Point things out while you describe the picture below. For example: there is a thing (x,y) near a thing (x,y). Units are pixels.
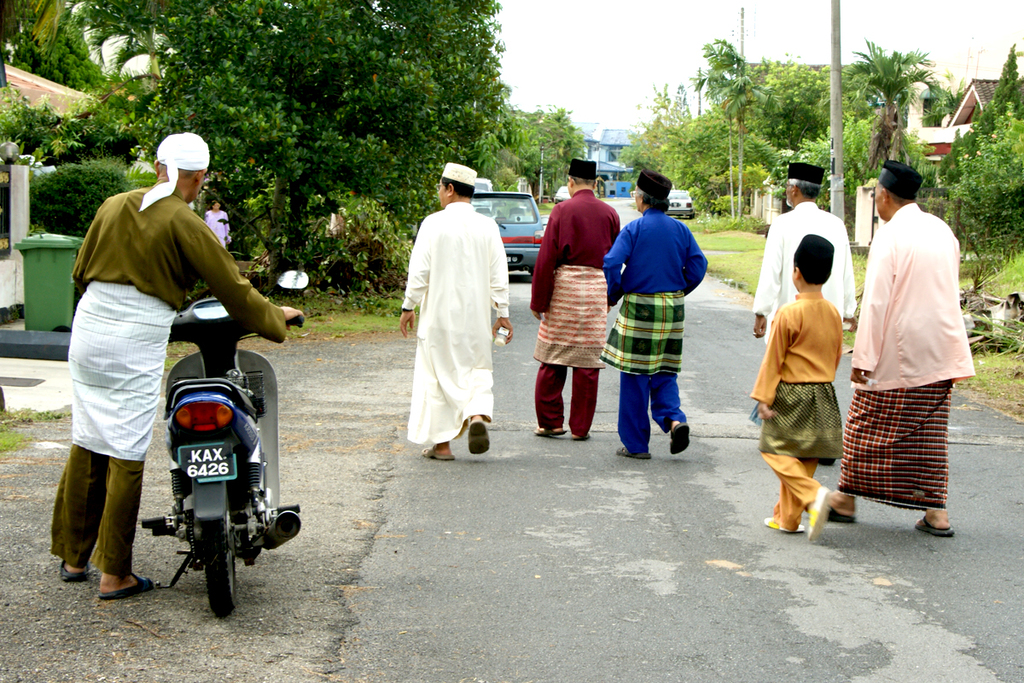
In this image, we can see some people (640,391) walking on the road (746,345), on the left side (244,391), we can see a person (195,213) standing and holding a bike (230,439), we can see the cars (519,213). There are some plants (981,157) and trees (532,155). At the top (609,26) we can see the sky (529,88).
